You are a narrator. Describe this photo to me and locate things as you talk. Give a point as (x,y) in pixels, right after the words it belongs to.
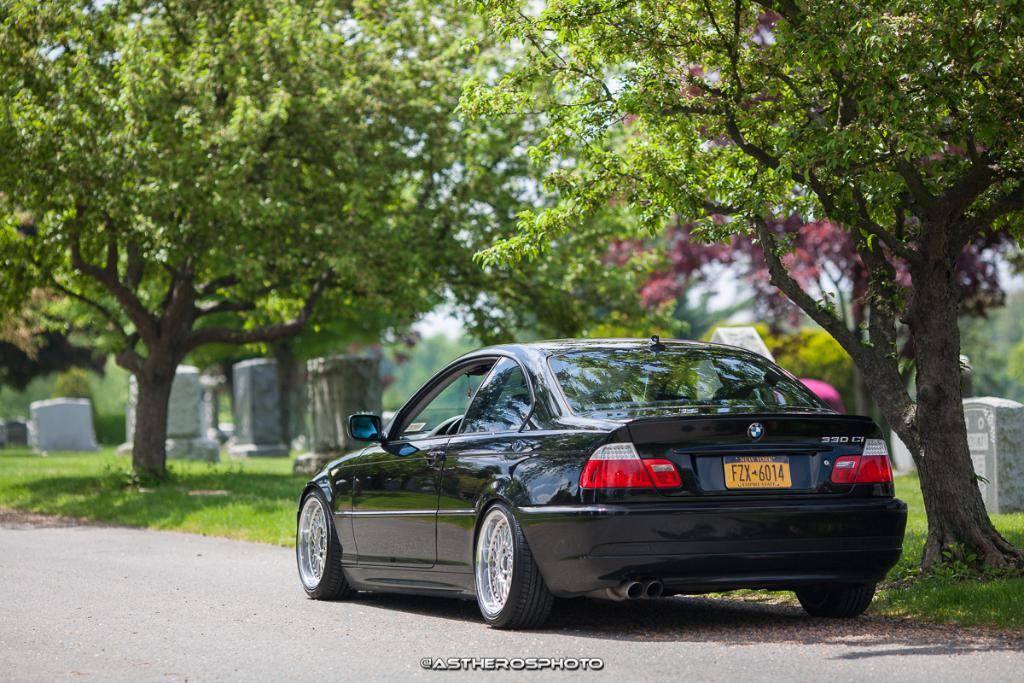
This picture is taken from the outside of the city. In this image, on the right side (730,479), we can see a car (732,488) which is placed on the road (853,649). On the right side (906,195), we can see some trees (969,166) and pillars (984,441). In the background (370,408), we can see some pillars (338,429), trees (514,326), plants (411,344). At the top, we can see a sky (429,326), at the bottom (241,460), we can see a grass (234,487) and a road (467,651).
